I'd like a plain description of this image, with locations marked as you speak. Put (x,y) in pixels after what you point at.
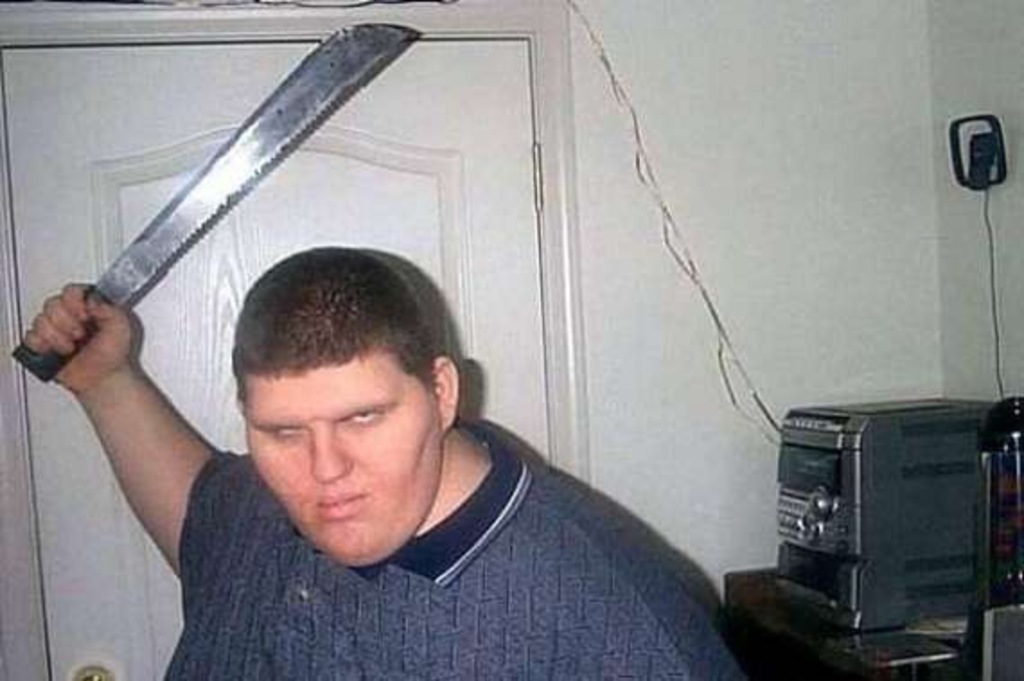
A man (302,306) is posing to camera by raising a knife (160,250) in his right hand (63,317).
